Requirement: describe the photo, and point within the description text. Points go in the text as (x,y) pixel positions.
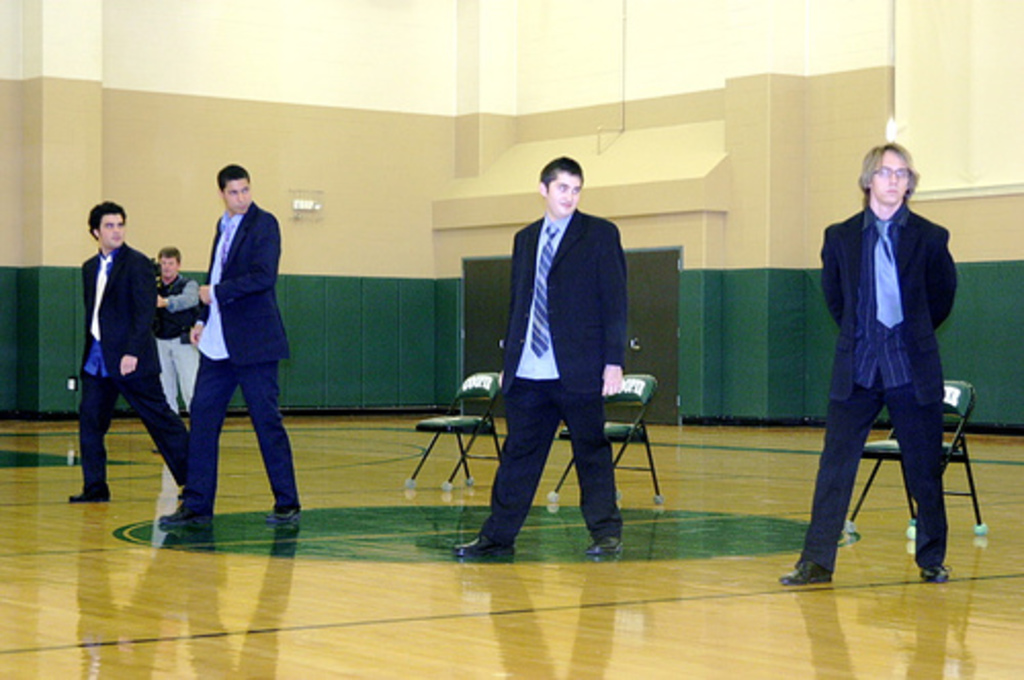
In this image there are four boys (520,403) standing on the floor (533,586) by keeping one of their legs (517,477) in the forward direction. In the background (649,428) there are chairs (614,430). At the top (715,95) there is a wall (614,95). In the background (171,293) there is a person (172,318) standing on the floor (79,459).
